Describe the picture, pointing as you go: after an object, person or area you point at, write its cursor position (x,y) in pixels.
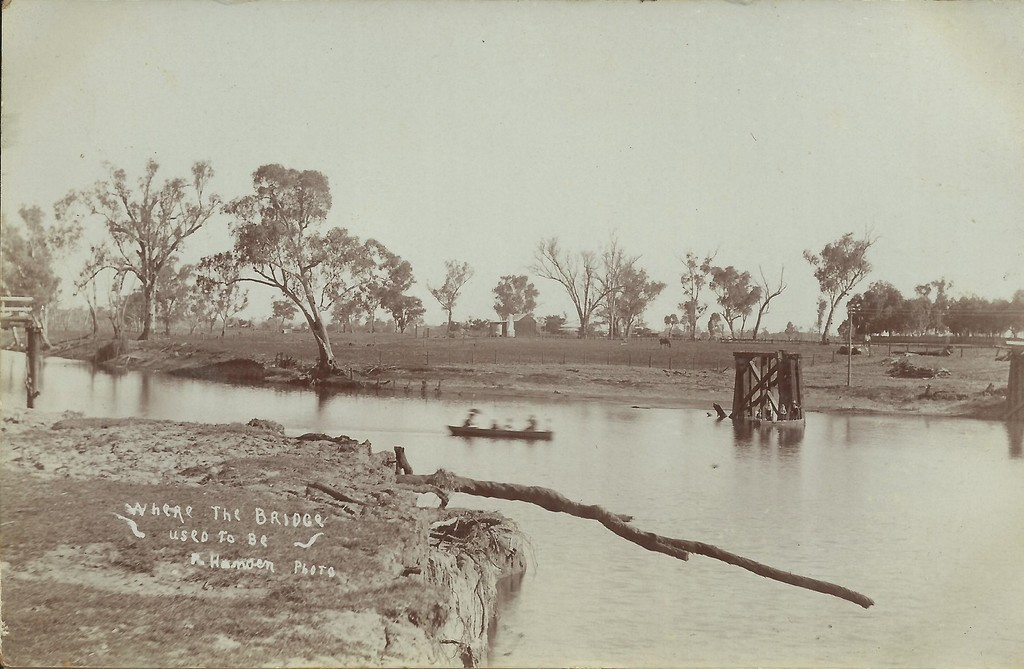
In this picture I can see the water flow (771,465). In the background (846,245) I can see many trees (787,332), plants (820,317), grass (686,339), fencing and farm land (671,347). At the top (568,90) I can see the sky (585,90). In the bottom left (312,568) I can see the watermark (207,565). On the right (770,381) I can see some wooden structures (792,356).
